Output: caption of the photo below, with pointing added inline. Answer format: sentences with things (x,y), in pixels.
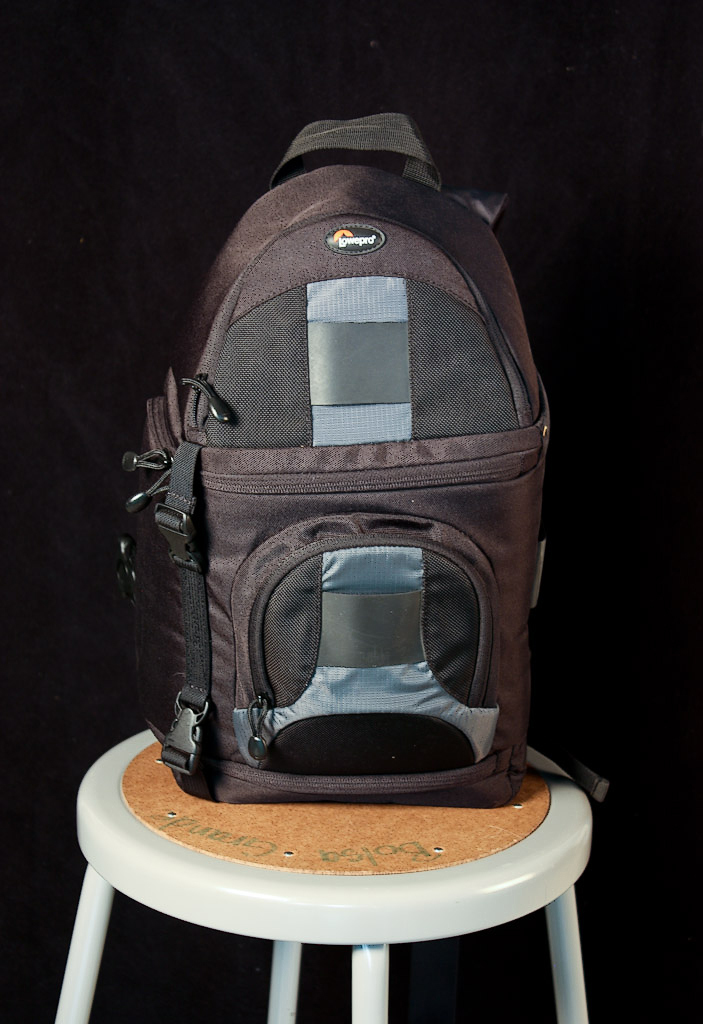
In this image I can see a bag (304,390) with the brand name (357,243) written on it and it is on the stool (325,905).
